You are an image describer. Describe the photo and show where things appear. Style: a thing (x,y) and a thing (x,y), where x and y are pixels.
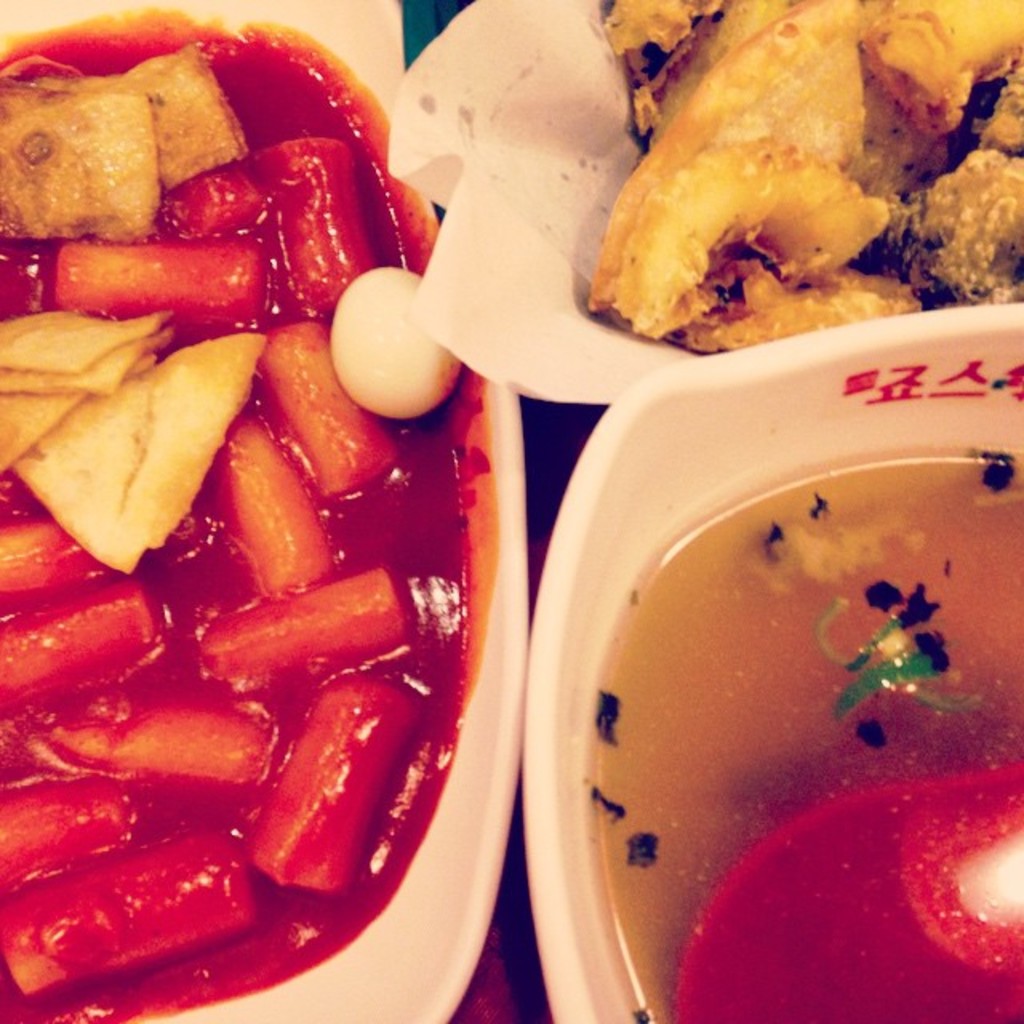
In this picture we can observe some food (125,501) placed in the two bowls (538,843). We can observe some food (645,166) placed in the paper (532,203). There is a soup (701,808) in one bowl (929,832). We can observe yellow and red color food (297,312).
